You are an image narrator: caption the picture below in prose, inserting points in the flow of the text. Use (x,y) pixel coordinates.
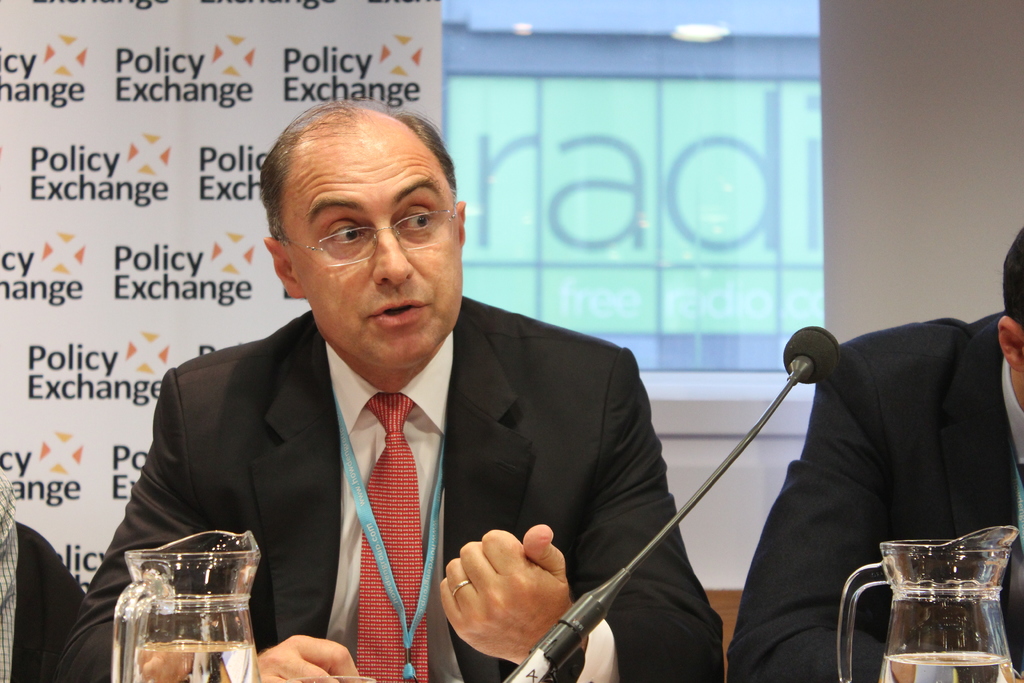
In this picture there is a man (418,395) who is wearing suit (323,406) and having spectacle (438,224). He is sitting near to the table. On the table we can see a mic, water jars (233,657). In the background (552,151) we can see the projector screen (648,278), beside that there is a banner (142,285) where we can read that policy exchange. On the right (951,439) there is another man (934,480) who is sitting on the chair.
